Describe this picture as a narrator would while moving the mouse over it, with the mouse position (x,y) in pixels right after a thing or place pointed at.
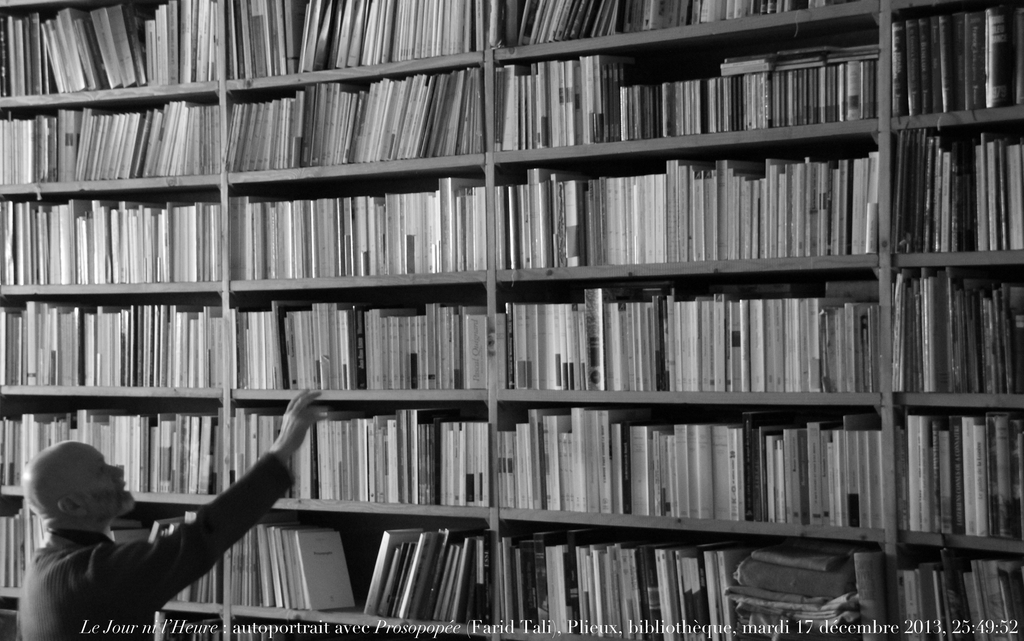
This is a black and white image. In this image we can see a man (131,554) standing and many books (318,235) arranged in the rows (181,166).
